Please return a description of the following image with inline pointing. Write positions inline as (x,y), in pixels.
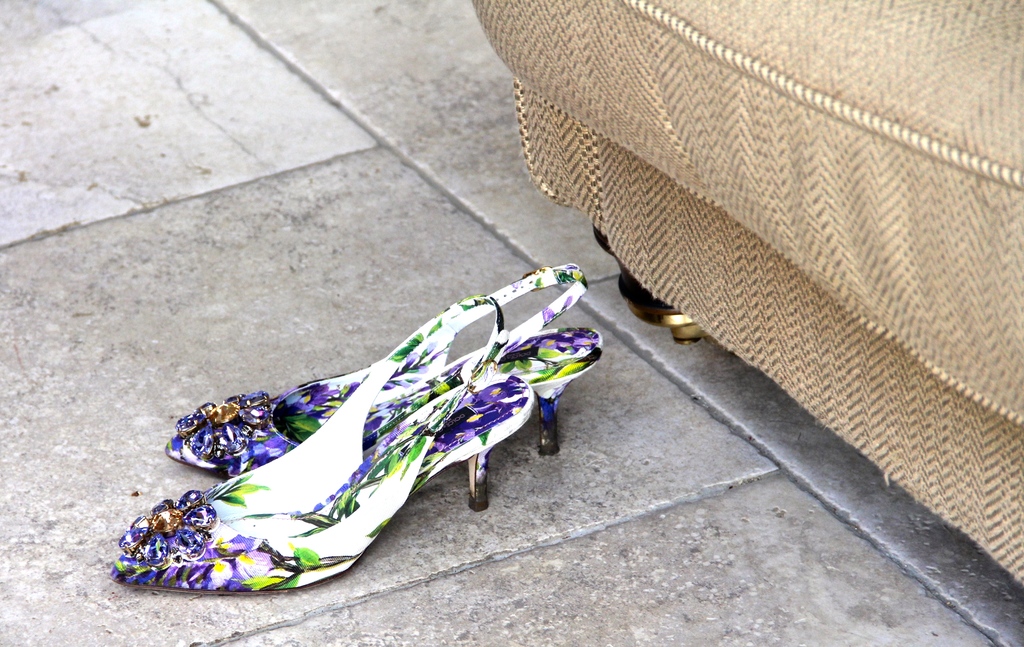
In this image, we can see sandals (378,410) on the floor (547,540) and in the background (560,81), there is a couch (640,160).
